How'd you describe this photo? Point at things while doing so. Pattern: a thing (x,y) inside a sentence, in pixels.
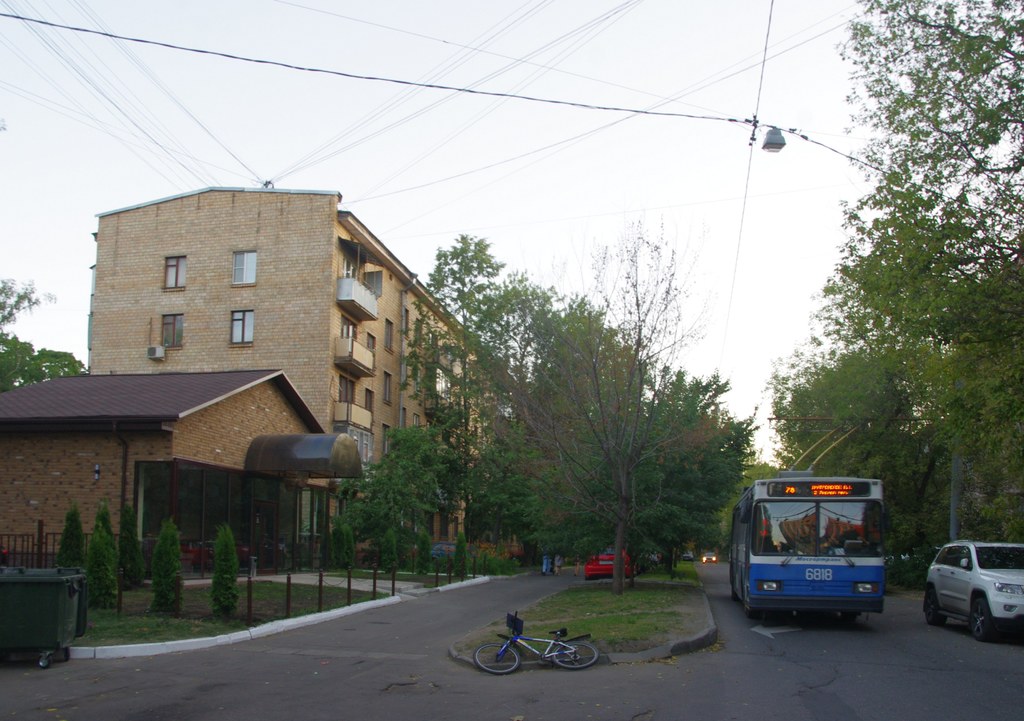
This image consists of building (199,369) on the left side (214,355). There are trees (597,419) in the middle (536,366). There is sky (524,134) at the top (435,134). There are vehicles (782,558) on the right side (852,540).
